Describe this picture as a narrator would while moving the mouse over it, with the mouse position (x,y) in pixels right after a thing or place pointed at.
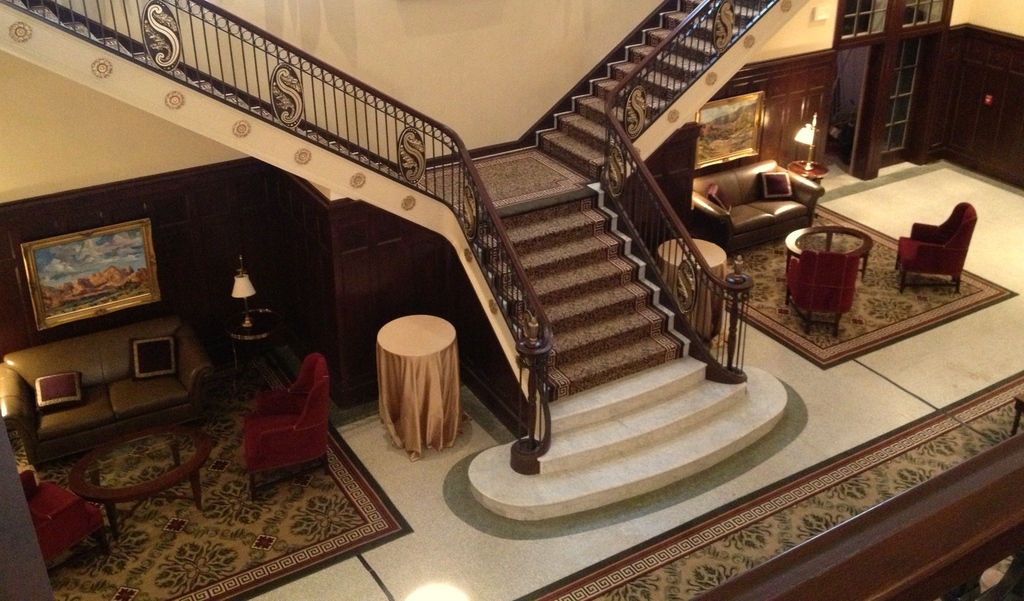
In the picture we can see a house (387,16), in the house (995,121) we can see a steps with railing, and to left hand side of steps (132,98) we can see chairs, sofa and table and we can also see a pillows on sofa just behind there is a photo frame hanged on the wall (195,214) and to the right hand side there are chairs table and sofa (752,196) with pillows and to the wall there is a photo frame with lamp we can also see a door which is made up of wooden (915,87).
